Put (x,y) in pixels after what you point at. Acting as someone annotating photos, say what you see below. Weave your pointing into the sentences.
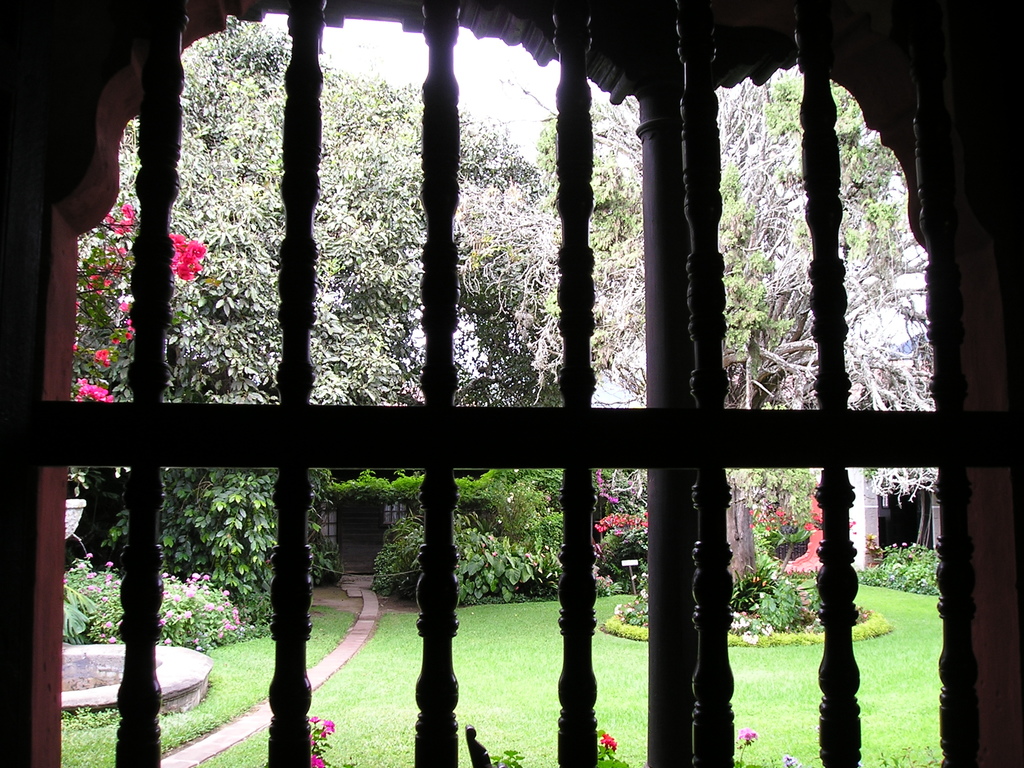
This image consists of a window (573,537) through which we can see many trees (259,574) and green grass (611,717). At the bottom (612,766), there are flowers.
